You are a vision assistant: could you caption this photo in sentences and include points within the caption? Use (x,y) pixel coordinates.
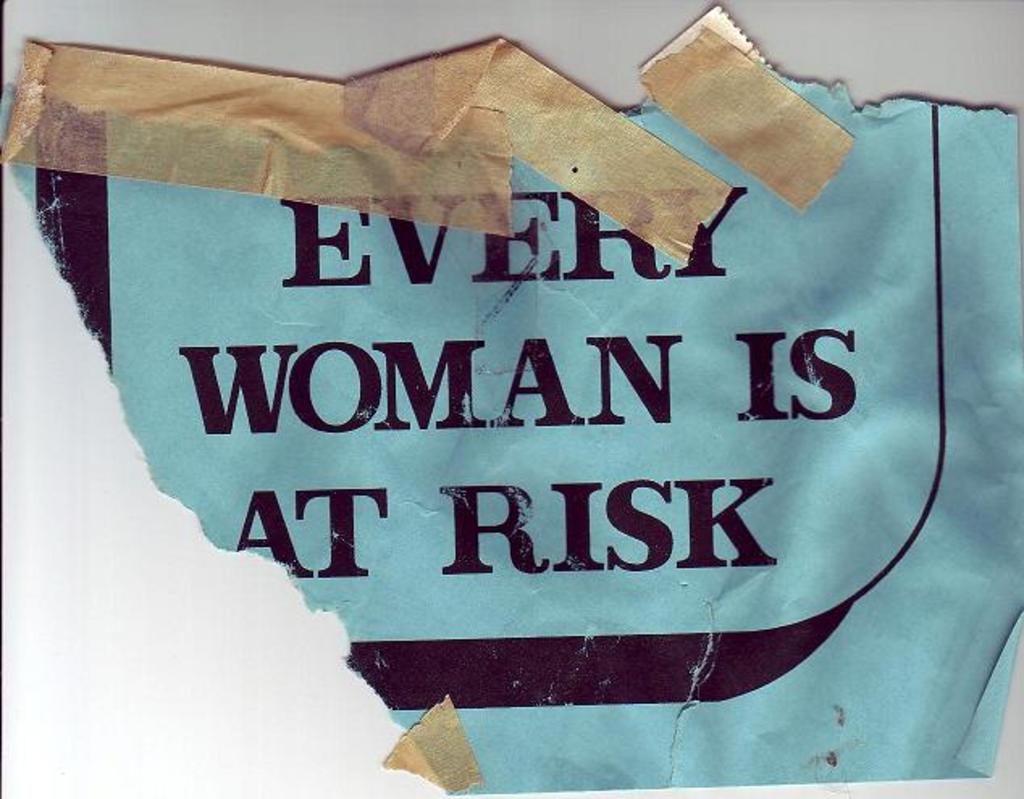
In this image we can see a poster (645,382). There is some text (599,217) on the poster (852,231). There are many stickers (803,175) stuck on the poster (664,439).
